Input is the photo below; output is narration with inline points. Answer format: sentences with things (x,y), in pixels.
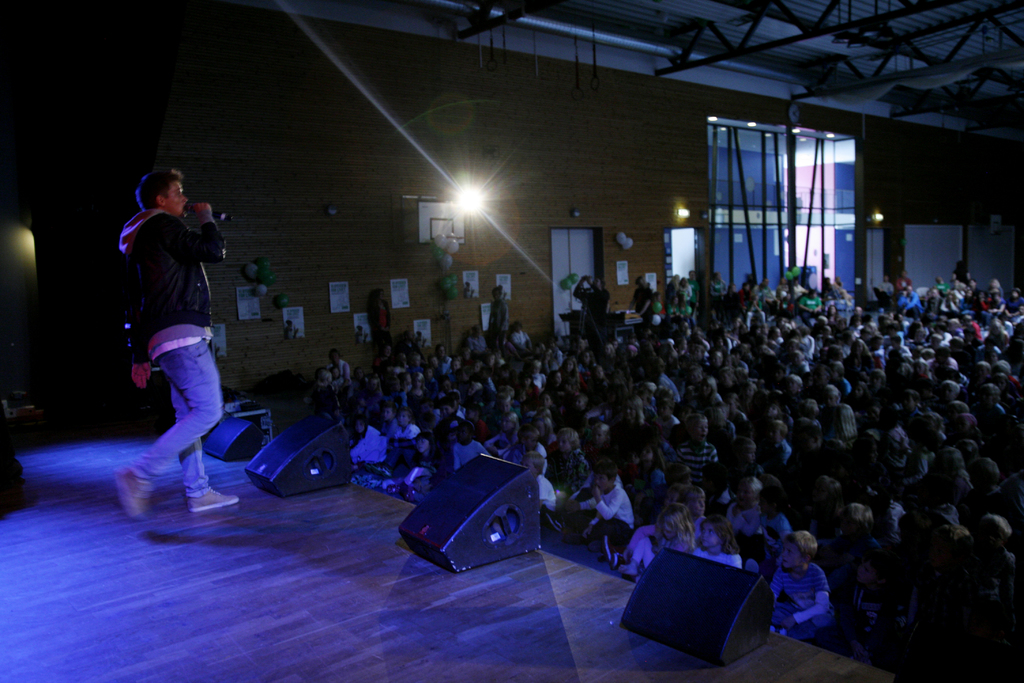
As we can see in the image there are group of people (586,356) here and there, wall (531,273), door (569,268) and lights (472,207). The person (153,269) on the left side (153,269) is holding a mic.
